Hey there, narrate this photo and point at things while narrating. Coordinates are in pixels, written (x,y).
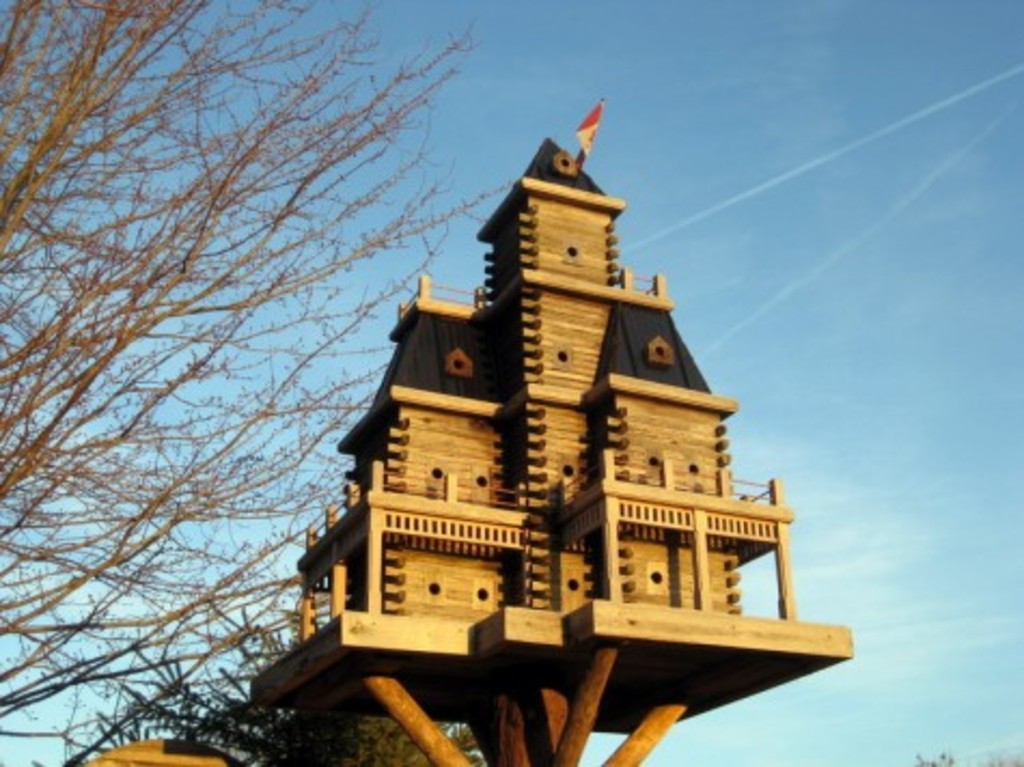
In this image there is a small wooden house (505,463) in the middle (506,399). On the left side (110,262) there are trees (17,375). At the top (826,205) there is the sky (878,244).
